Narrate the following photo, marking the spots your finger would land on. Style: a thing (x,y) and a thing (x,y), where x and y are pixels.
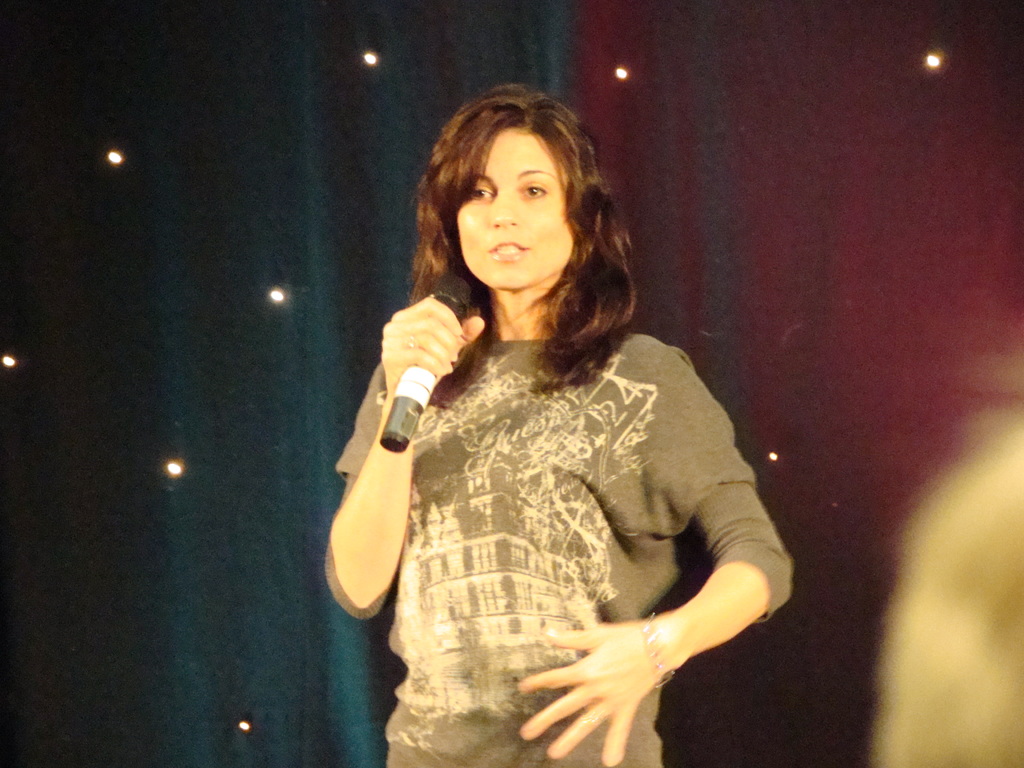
Here is the woman (527,420) standing wearing T-shirt (628,487). She is holding the mike (461,300) and talking. Background (624,66) looks colorful with very small lights (170,470).
